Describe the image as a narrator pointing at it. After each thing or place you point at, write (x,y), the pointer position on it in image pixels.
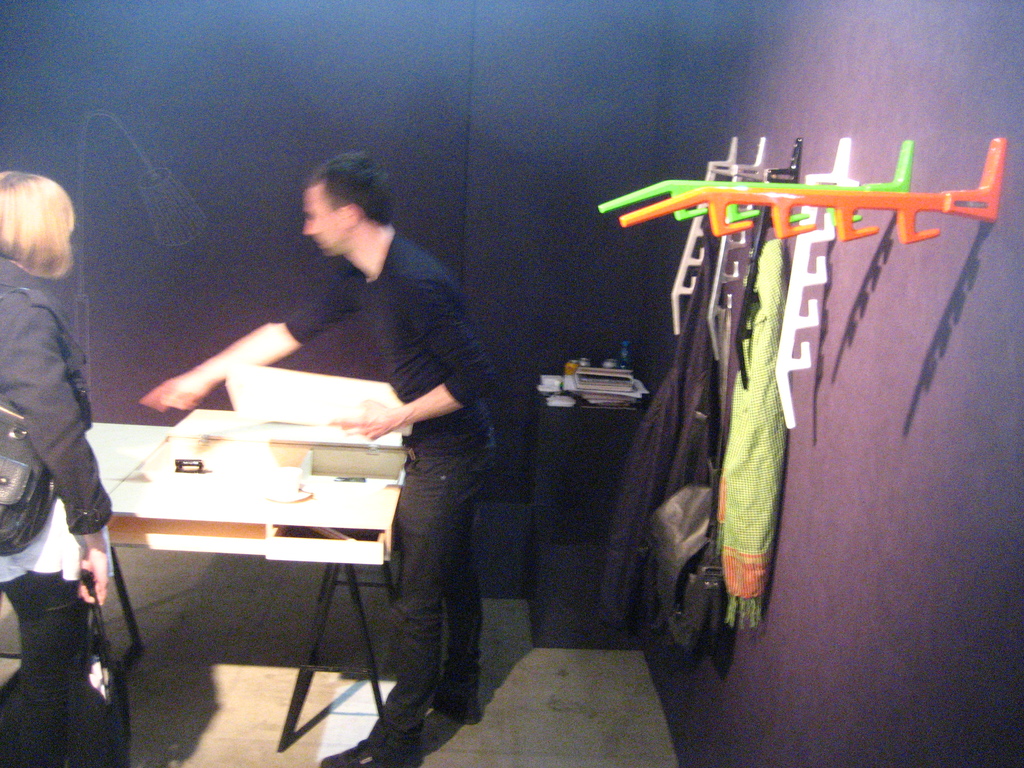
In the image in the center (417,434) we can see one man (438,355) is standing. And on the right side (722,341) we can see hangers (785,202) Along with some clothes (691,438). And coming to the left side (20,201) we can see one lady (42,443) is standing, she is holding one hand bag (99,702). And there is a table (200,502) in front of her, on table (228,439) we can see some objects (271,492). And coming to the background (536,69) we can see the wall (531,154) and few objects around them.
